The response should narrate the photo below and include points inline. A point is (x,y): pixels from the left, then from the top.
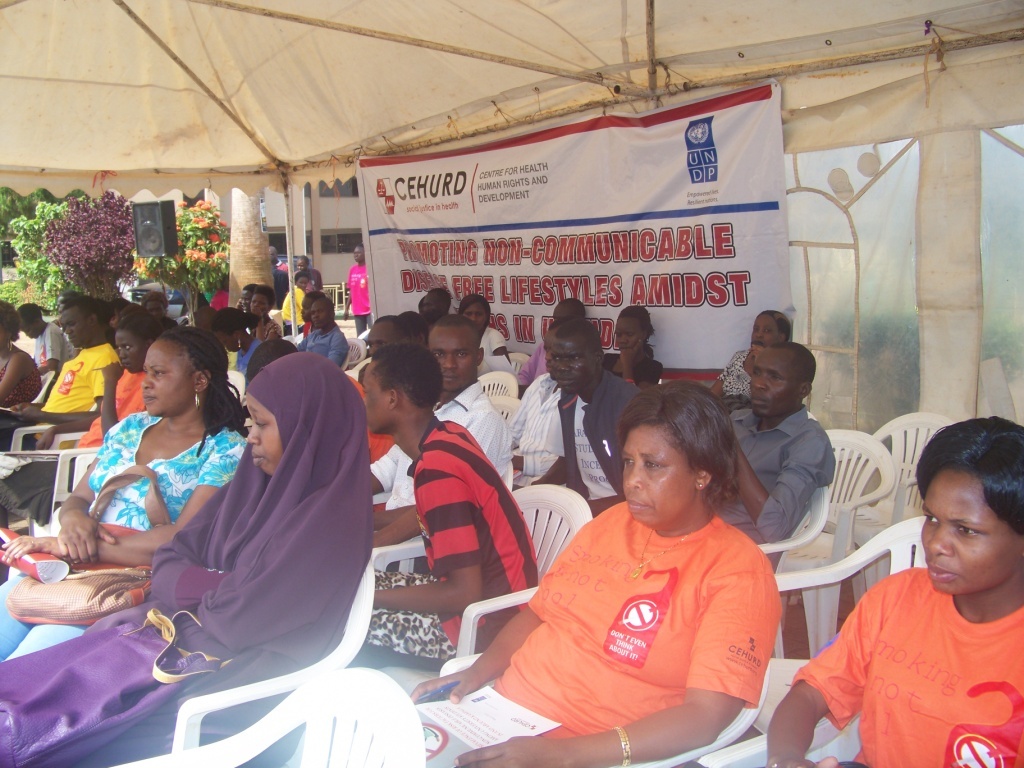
In this picture, we can see a group of people (457,410) sitting on chairs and some people (354,306) are standing. Behind the people (422,444) there is a banner (569,282) and trees (39,247).
